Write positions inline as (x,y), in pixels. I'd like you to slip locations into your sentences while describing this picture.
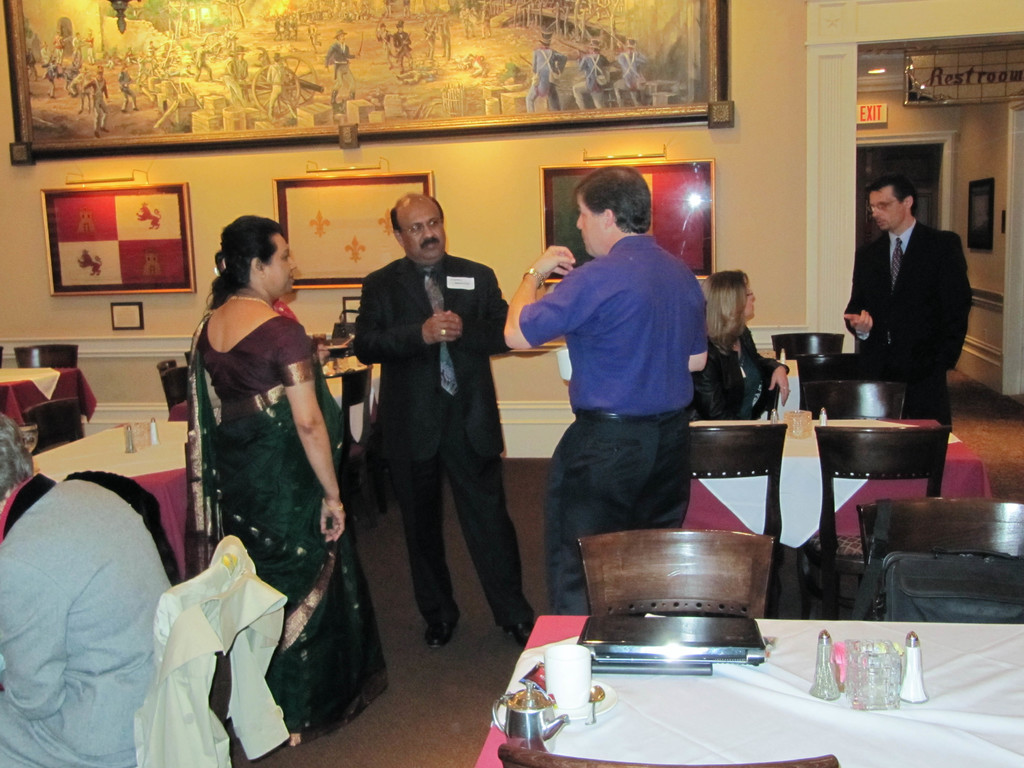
In the image it looks like a restaurant (60,319), there are many tables (175,487) and chairs (821,372), few people (46,598) are sitting on the chairs (823,338) and few (420,380) are standing in between the tables (1023,676), in the foreground (1011,631) there is a table (576,732) and on that there is a laptop (724,651) and some other objects (868,670), in the background (6,143) there is a wall (512,262) and there are different photo frames (297,45) attached to the wall (801,111) and on the right side (932,201) there is an exit door (863,142).
